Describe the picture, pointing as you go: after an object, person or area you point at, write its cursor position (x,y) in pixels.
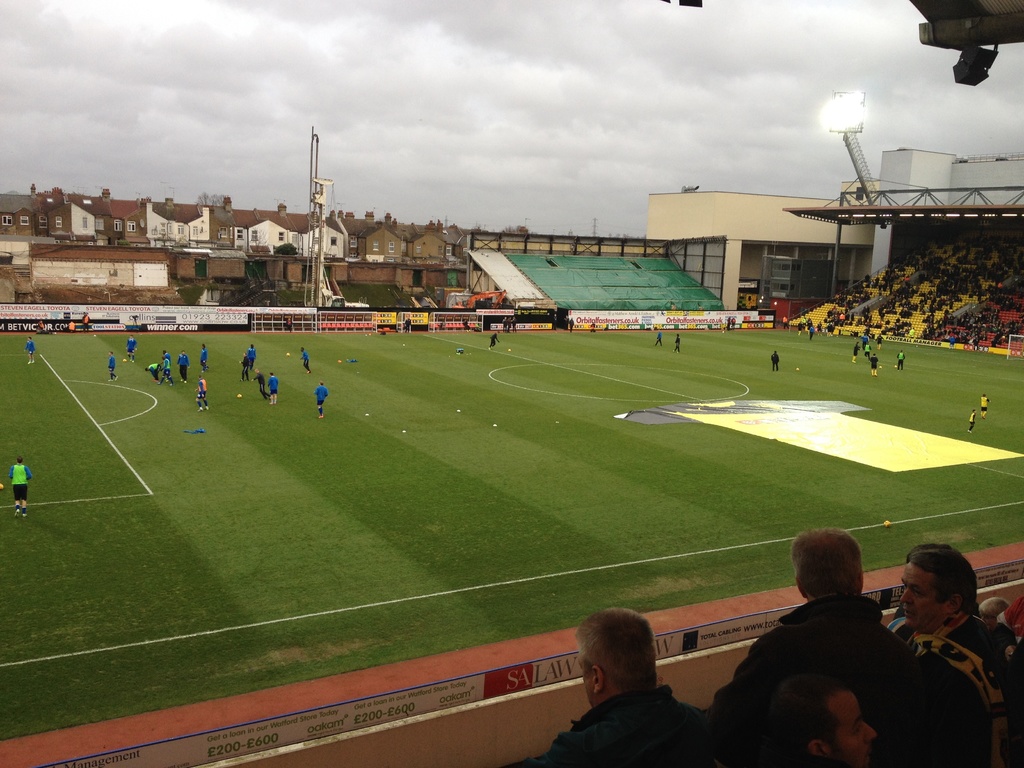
In the center of the image (498,341) there are people (244,372) playing in the playground (382,498). To the right side of the image (894,291) there are people (999,334) sitting in stands (966,309). In the background of the image (34,207) there are houses (133,220), sky (468,153) and clouds (536,106). To the right side of the image (853,151) there are stadium lights (832,118). At the bottom of the image (939,576) there are people (779,650).
